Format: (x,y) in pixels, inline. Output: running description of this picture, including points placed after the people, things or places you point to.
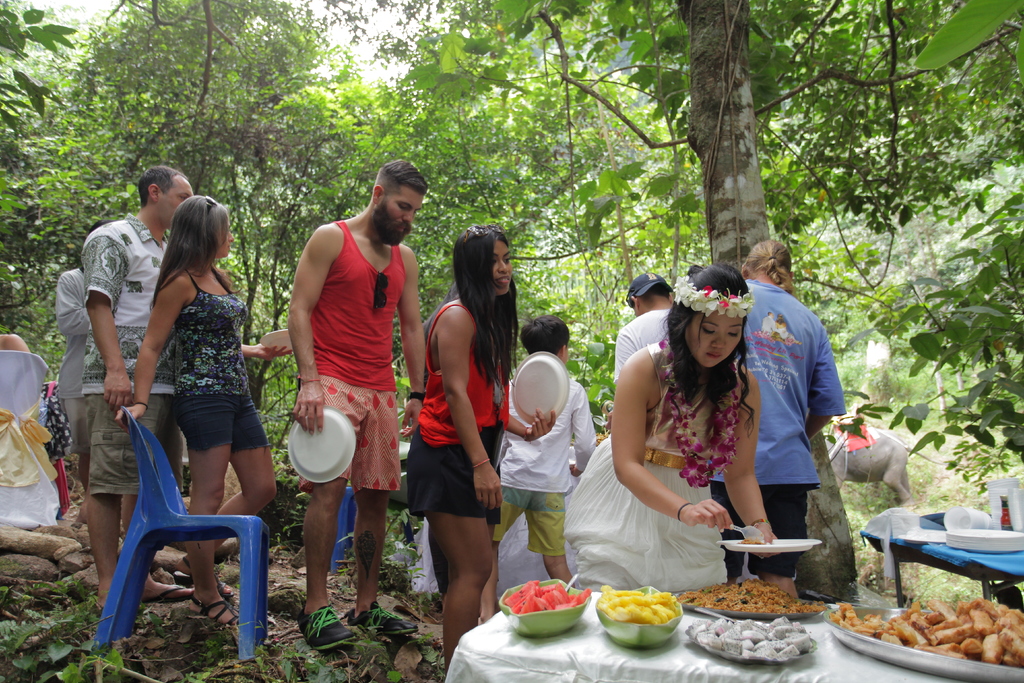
In this picture there are a group of people (274,348) standing, one of them is serving food (696,594) in the plate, the food (903,644) served here in the plates (882,656) on the table (584,643) and in the background (955,434) there is a tree (748,211) the plants (436,124), there is a chair (132,590) over here and there are some trees (828,567) and stones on the floor (414,661) and the sky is clear.
